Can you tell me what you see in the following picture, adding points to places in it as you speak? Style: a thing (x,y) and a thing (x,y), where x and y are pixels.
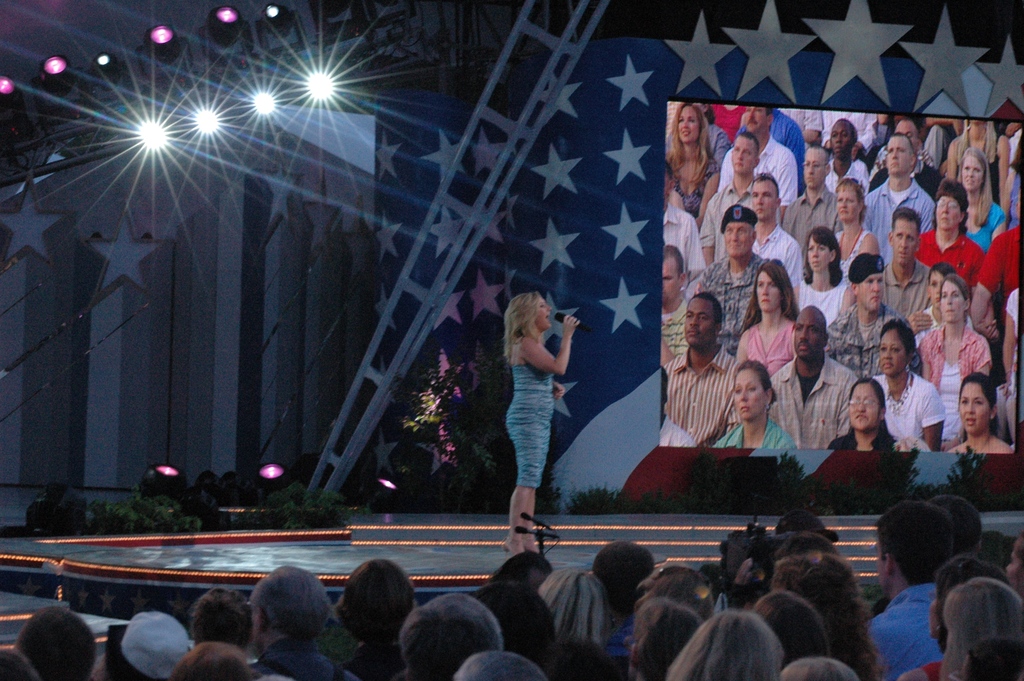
In the picture I can see a woman (537,432) is standing on the stage (546,516) and holding a microphone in the hand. In the background (714,233) I can see a screen (715,322), on the screen (855,358) I can see people (862,322). On the left side (228,359) I can see stage lights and some other objects (245,506).
